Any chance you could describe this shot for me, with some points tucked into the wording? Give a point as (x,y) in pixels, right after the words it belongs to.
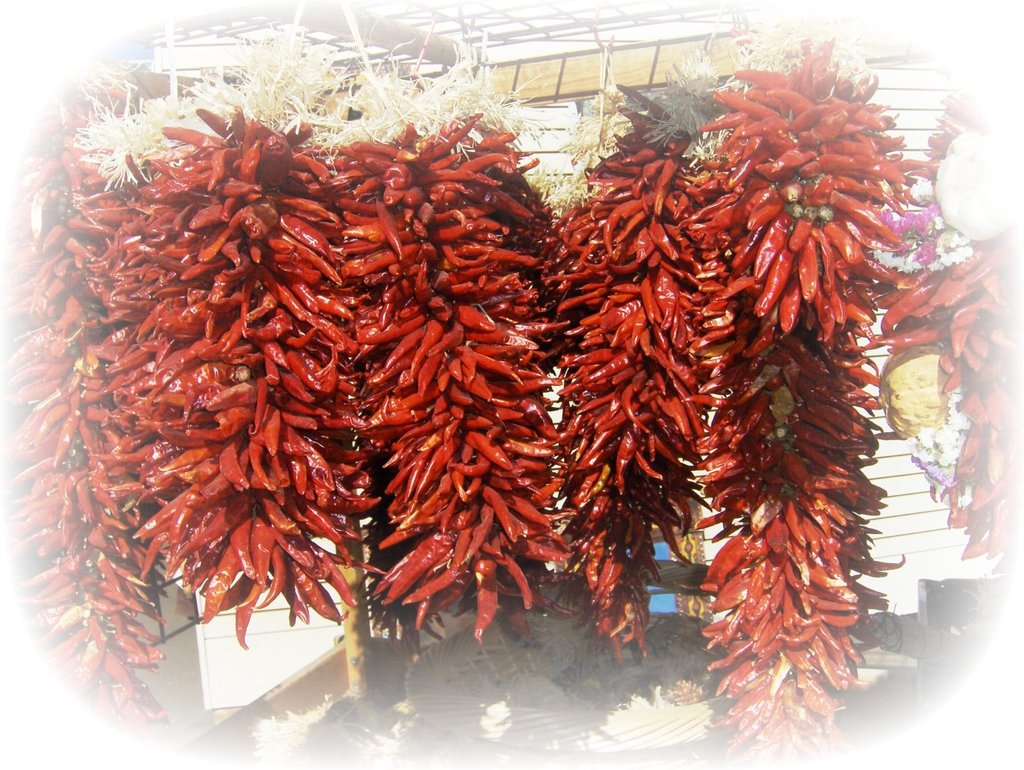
In this picture I can observe chillies (857,546). They are in red color.
